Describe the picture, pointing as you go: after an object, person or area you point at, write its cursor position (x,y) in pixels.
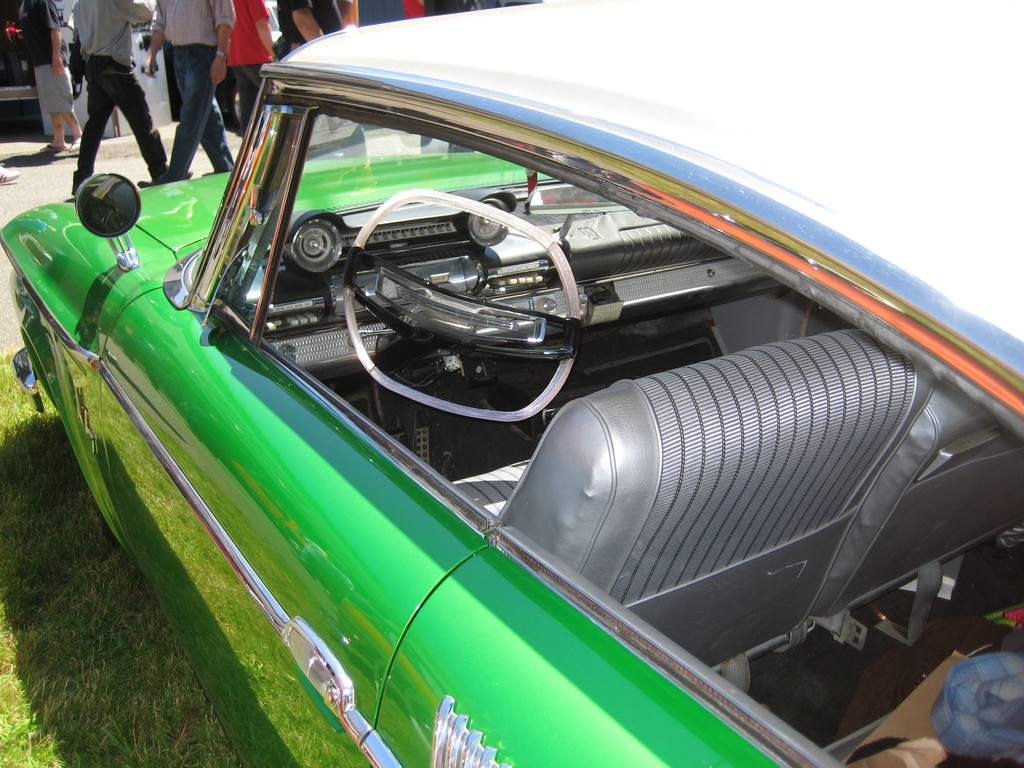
In this image we can see a green color car (419,479) parked on the grass (134,688). In the background (125,106) we can see some people (198,115) walking on the path (20,197).
